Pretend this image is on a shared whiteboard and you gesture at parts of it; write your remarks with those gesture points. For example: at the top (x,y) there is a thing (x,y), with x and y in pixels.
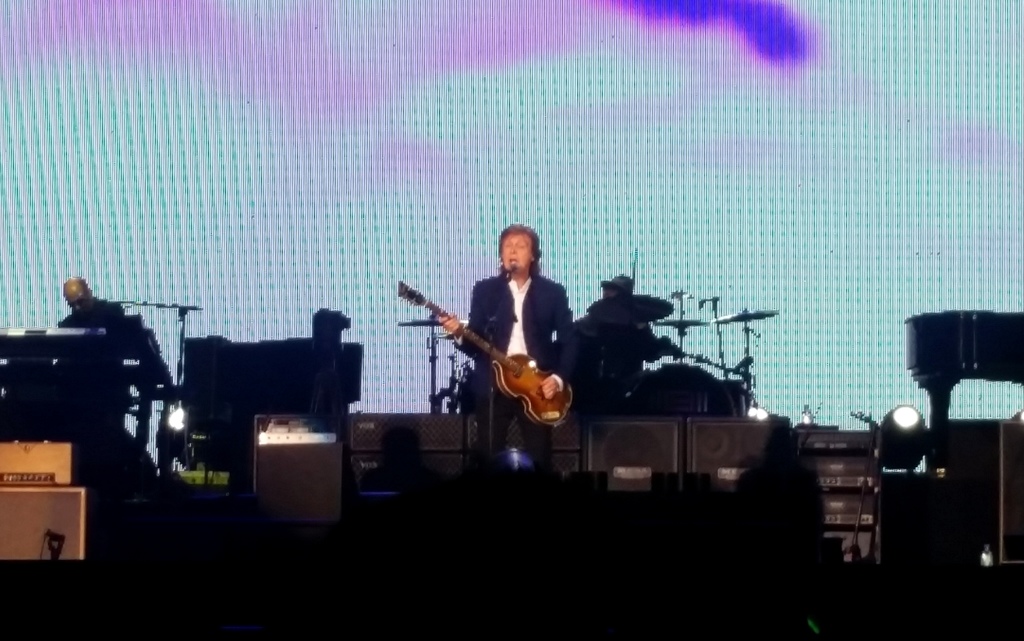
In this picture I can observe three members (529,342) playing musical instruments (34,335) on the stage (245,349). In the background (373,169) I can observe screen (284,90).
